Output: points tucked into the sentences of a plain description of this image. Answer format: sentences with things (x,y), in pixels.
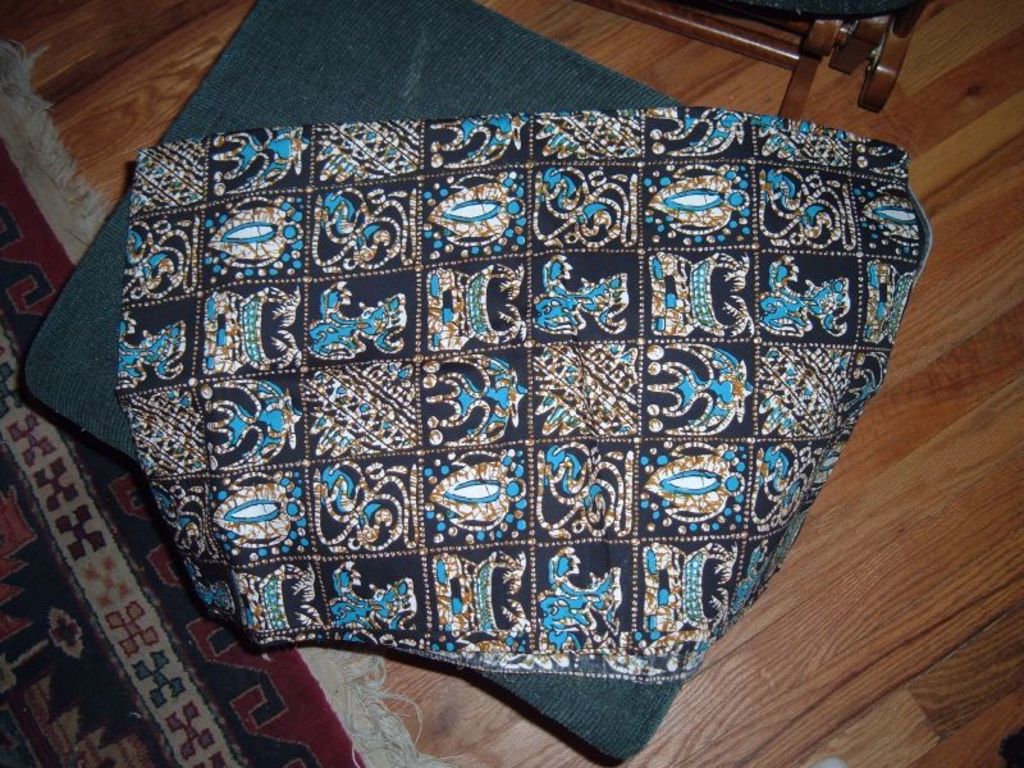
This is the picture of a cloth (415,380) on the thing (118,405) and to the side there is a floor mat (46,583).
